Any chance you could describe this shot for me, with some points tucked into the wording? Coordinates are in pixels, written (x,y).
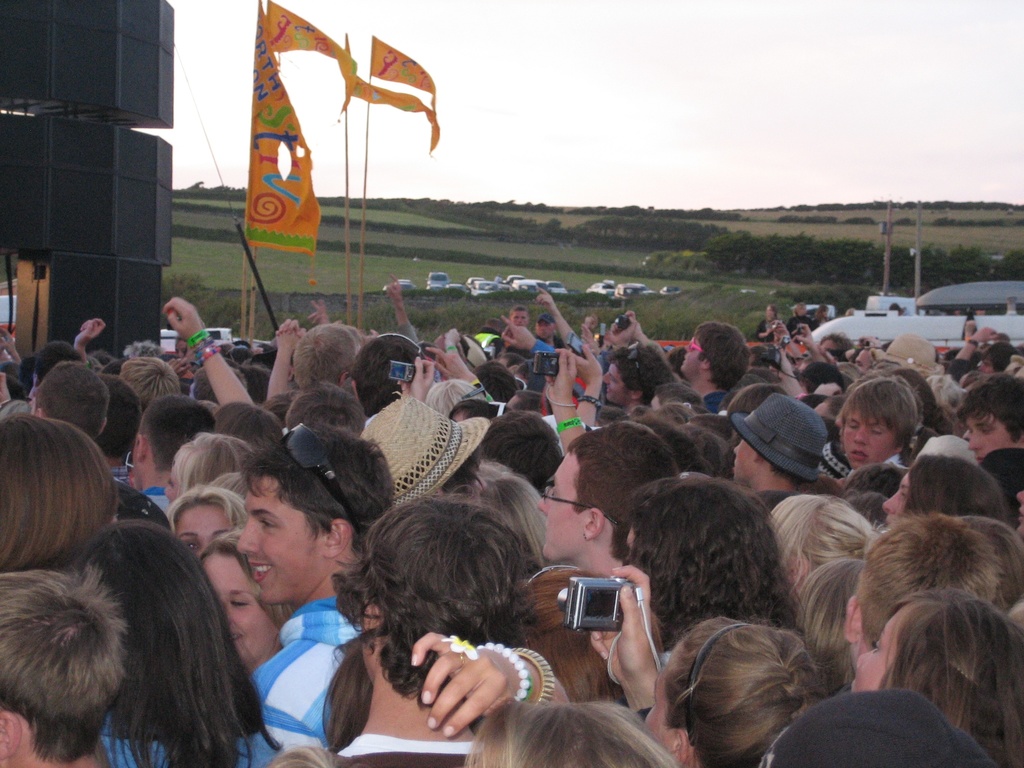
This image consists of a huge crowd (321,601). On the left (140,249), there are speakers (170,209). Beside that, there are flags (299,208). In the background (995,326), we can see many vehicles (434,284) parked. And there are trees (882,254) in the background (700,254). At the top (578,81), there is sky (495,66).
